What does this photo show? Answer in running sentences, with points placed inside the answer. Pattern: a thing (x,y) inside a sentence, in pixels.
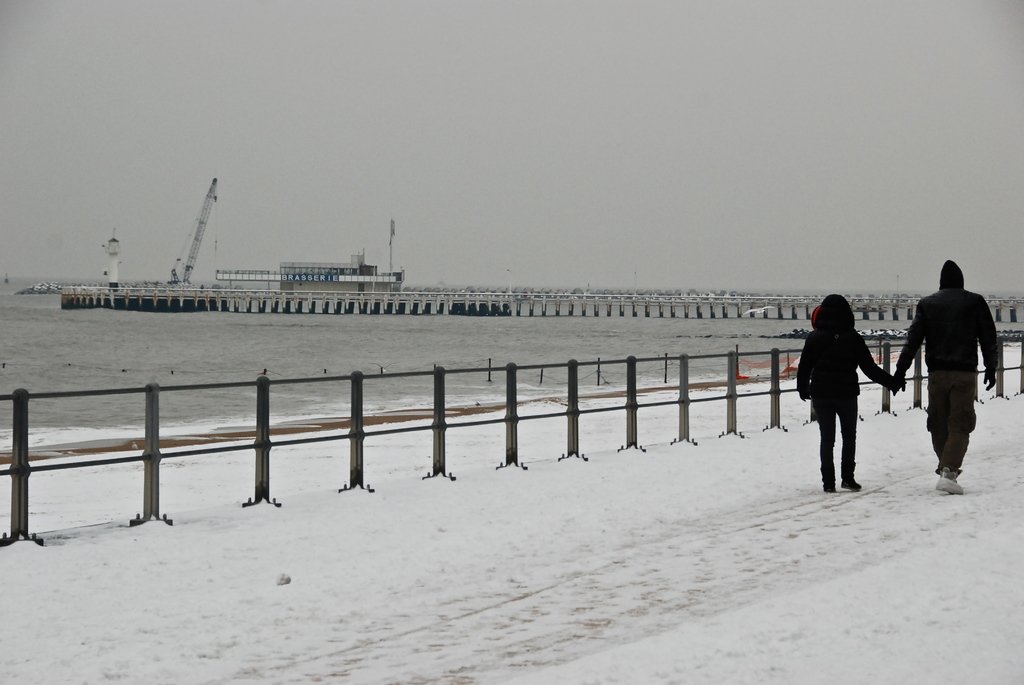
On the right side (906,371), there are two persons (941,418) in black color dresses (824,318) holding their hands (900,375) with each other and walking on the snow surface (746,538). On the left side (148,443), there is a fencing (17,452). In the background (731,316), there is a bridge (434,292) on the water (32,304) of a sea (30,281), there is a building (374,268) on the bridge (510,294) and there is sky (557,120).
